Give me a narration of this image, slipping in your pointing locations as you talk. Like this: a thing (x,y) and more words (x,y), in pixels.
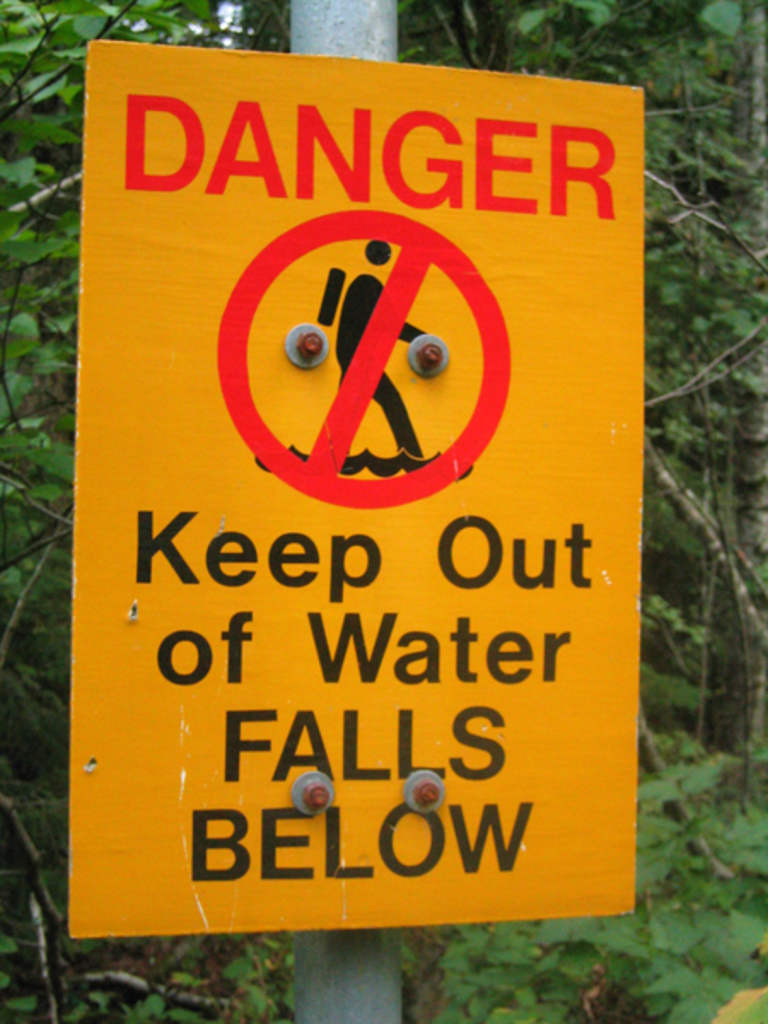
In this image there is a danger board (394,555) which is fixed to the pole (396,53). In the background (67,214) there are trees (73,154).
